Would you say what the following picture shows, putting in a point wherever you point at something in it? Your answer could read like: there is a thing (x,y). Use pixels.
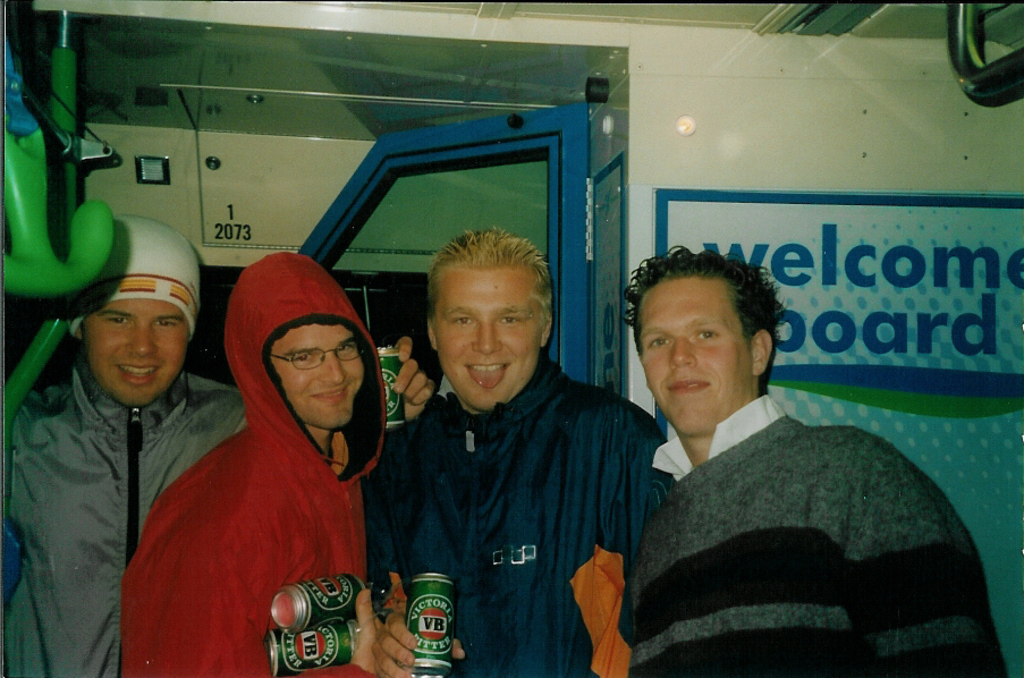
In this image in the center (469,439) there are four persons (517,473) standing, and in the background (564,193) there is wall (963,184), door (583,222) and board (876,314). On the board (914,299) there is text (891,317) and some other objects (37,151).
